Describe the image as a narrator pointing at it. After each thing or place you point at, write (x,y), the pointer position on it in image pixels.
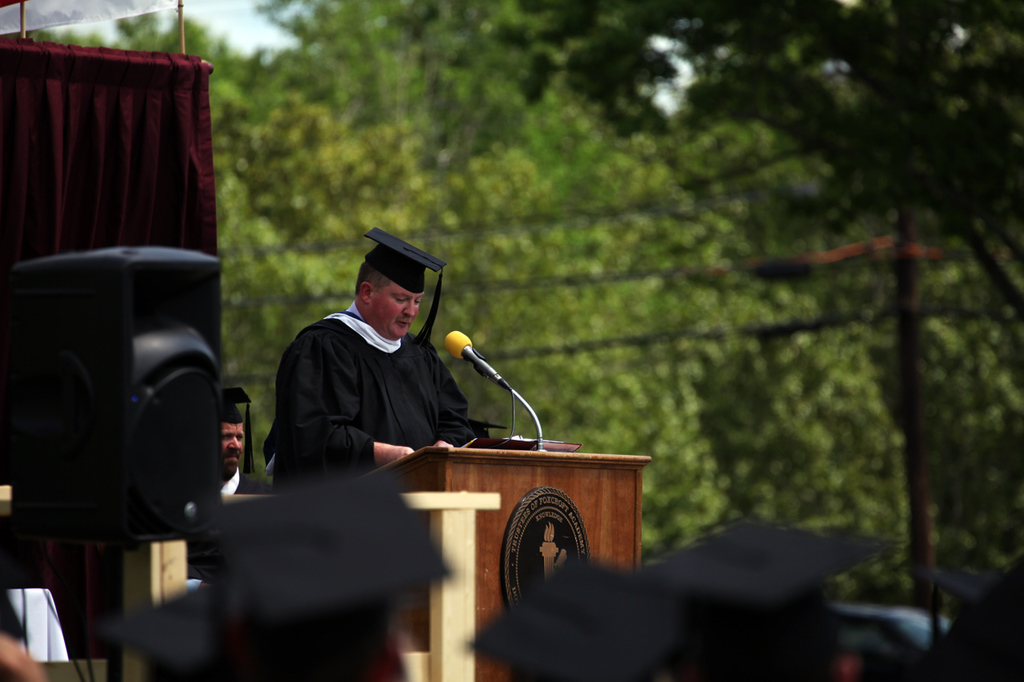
In this image, we can see a person (410,399) in front of the podium (475,482). There is a speaker (171,404) on the left side of the image (24,366). There are caps (345,546) at the bottom of the image (366,546). There is a cloth (10,384) in the top left of the image (123,160). In the background (237,212), image is blurred.
